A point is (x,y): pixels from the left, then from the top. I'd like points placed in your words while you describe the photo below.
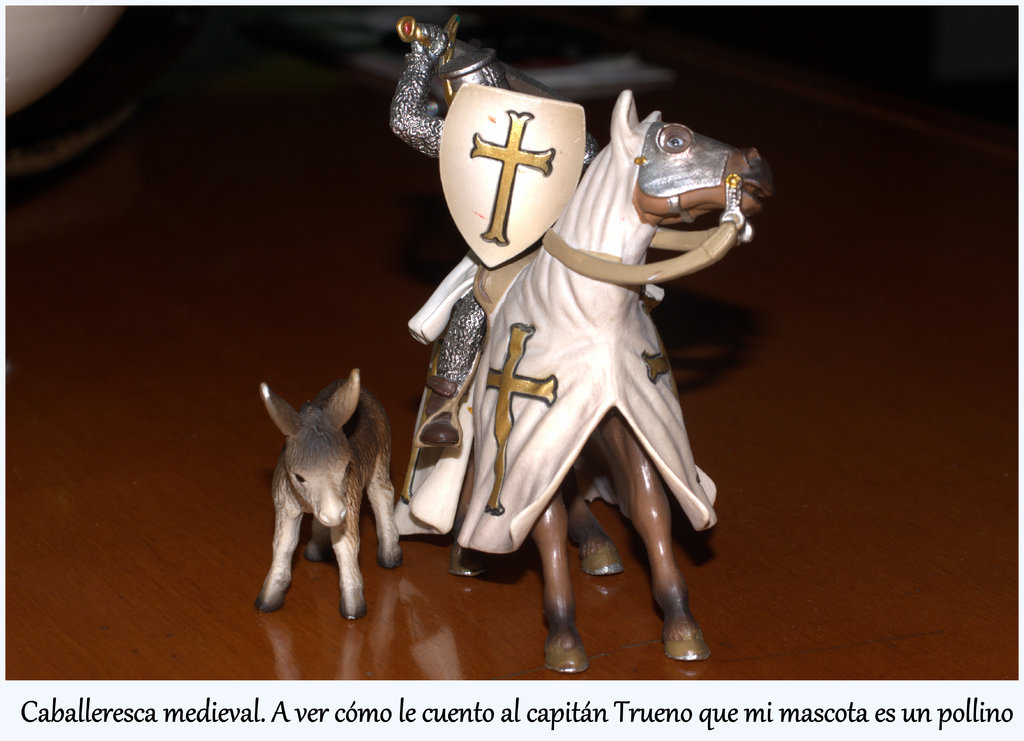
In this image there are two toys (434,339) on the floor (384,349). Middle of image (462,326) there is a toy (481,285) having a person (437,131) holding a sword (509,69) is sitting on a horse (611,322). Beside it there is an animal toy (320,530). Bottom of image (26,704) there is some text (59,726).
